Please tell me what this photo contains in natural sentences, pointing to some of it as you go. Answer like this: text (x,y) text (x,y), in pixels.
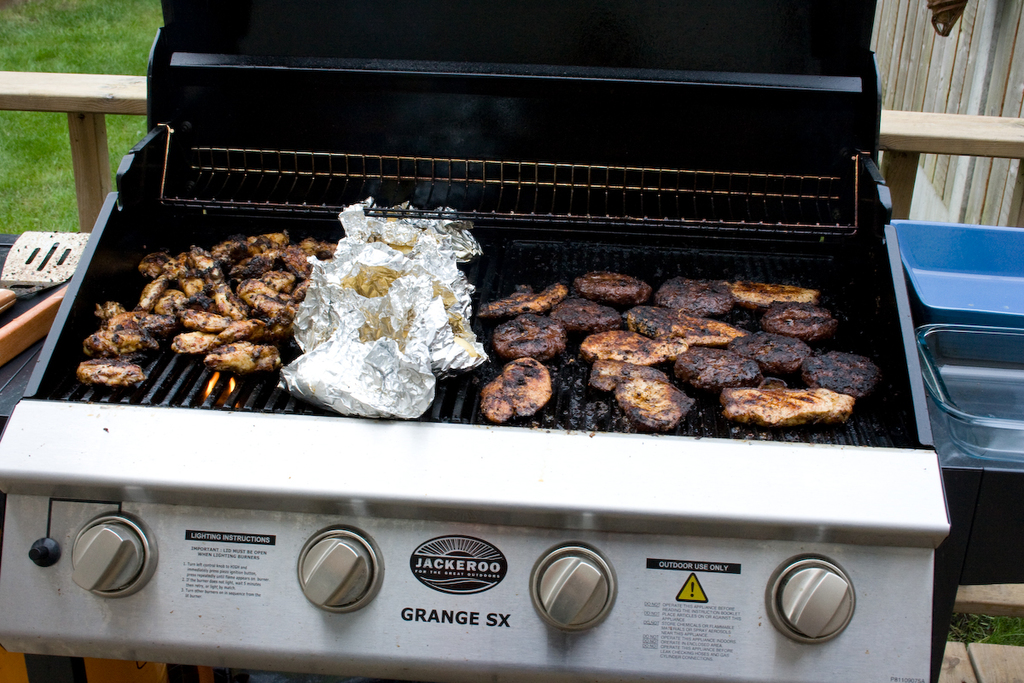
In this image there is a stove (479,445) in the middle (664,445). On the stove (485,319) there is some food (498,351) which is kept on the grill (487,335). Beside the stove (877,388) there are few bowls (973,353) and trays (981,338). Behind the stove (756,203) there is a wooden fence (935,180). At the bottom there is grass (63,148).
